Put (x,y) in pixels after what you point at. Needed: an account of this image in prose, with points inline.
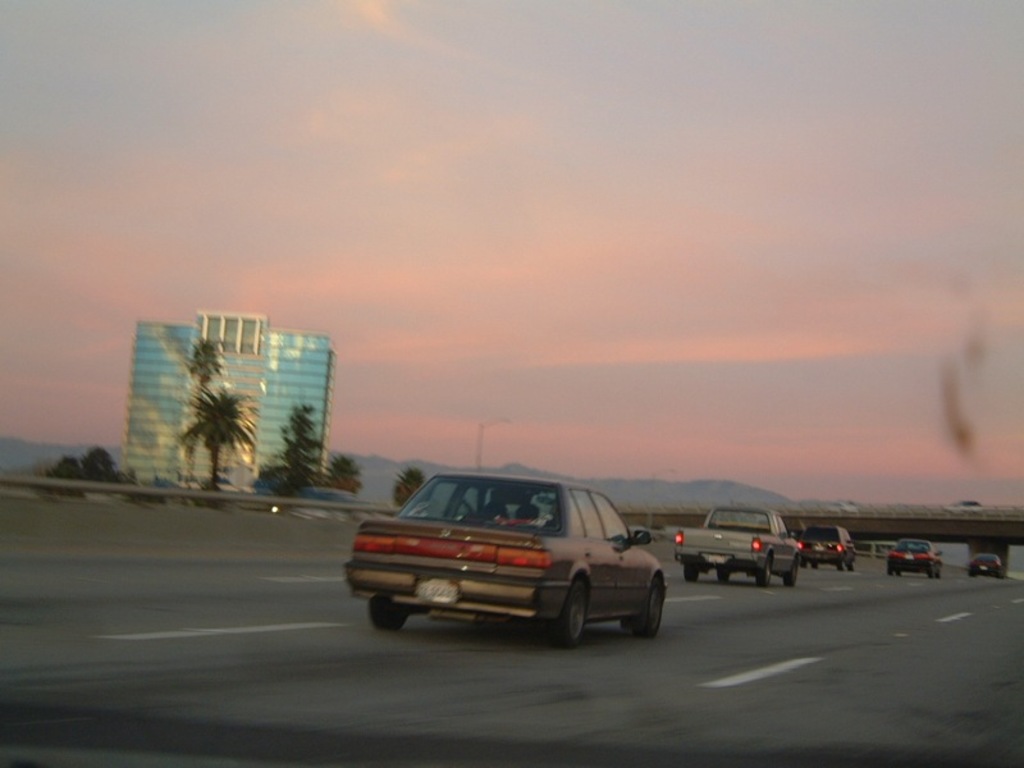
In this image I see the road (76,608) on which there are vehicles (401,522) and I see bridge (957,513) over here and in the background (12,288) I see the sky (706,406), a building (245,366) over here and I see few trees (108,471) over here.
